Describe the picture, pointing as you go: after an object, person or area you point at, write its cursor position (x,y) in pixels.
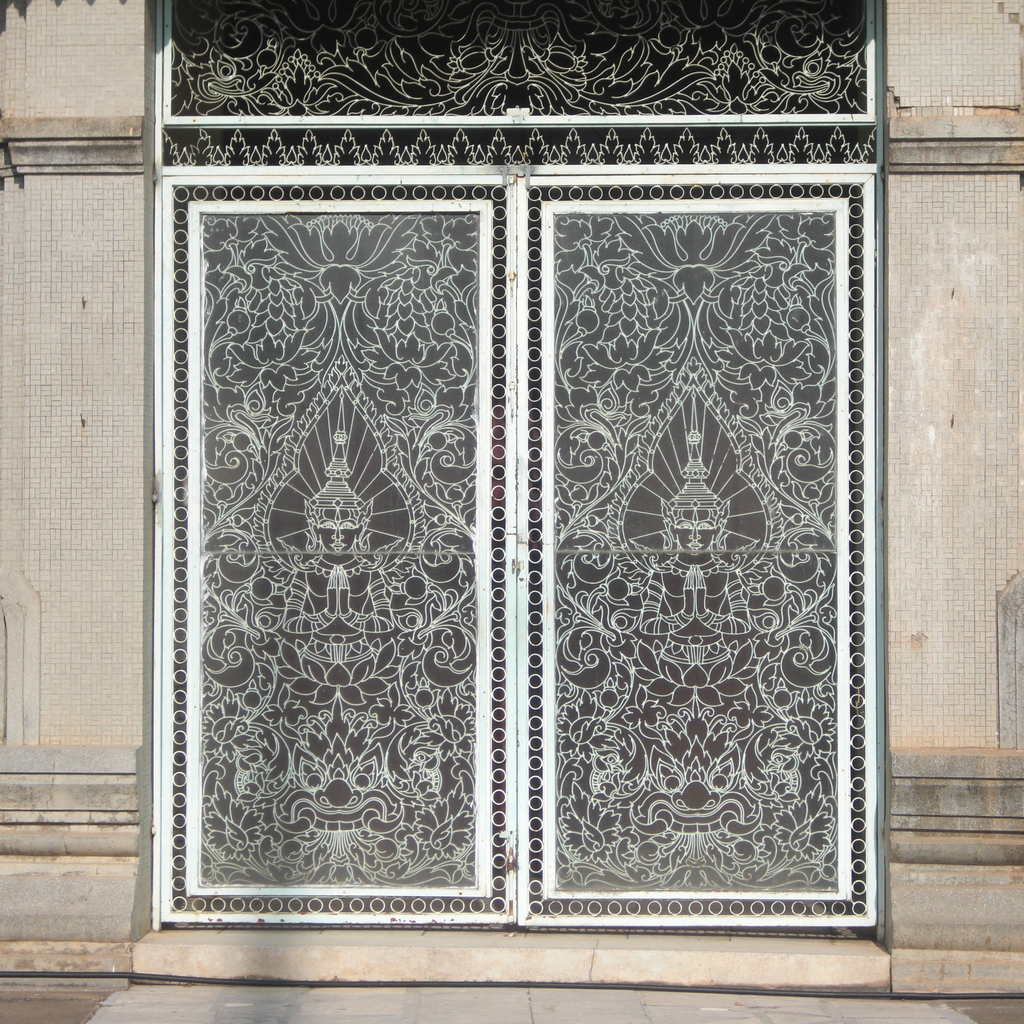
In this image we can see walls (107,608) to the both sides of the image. In the center of the image (388,386) there is a gate (682,367) with some design (430,282) on it.
